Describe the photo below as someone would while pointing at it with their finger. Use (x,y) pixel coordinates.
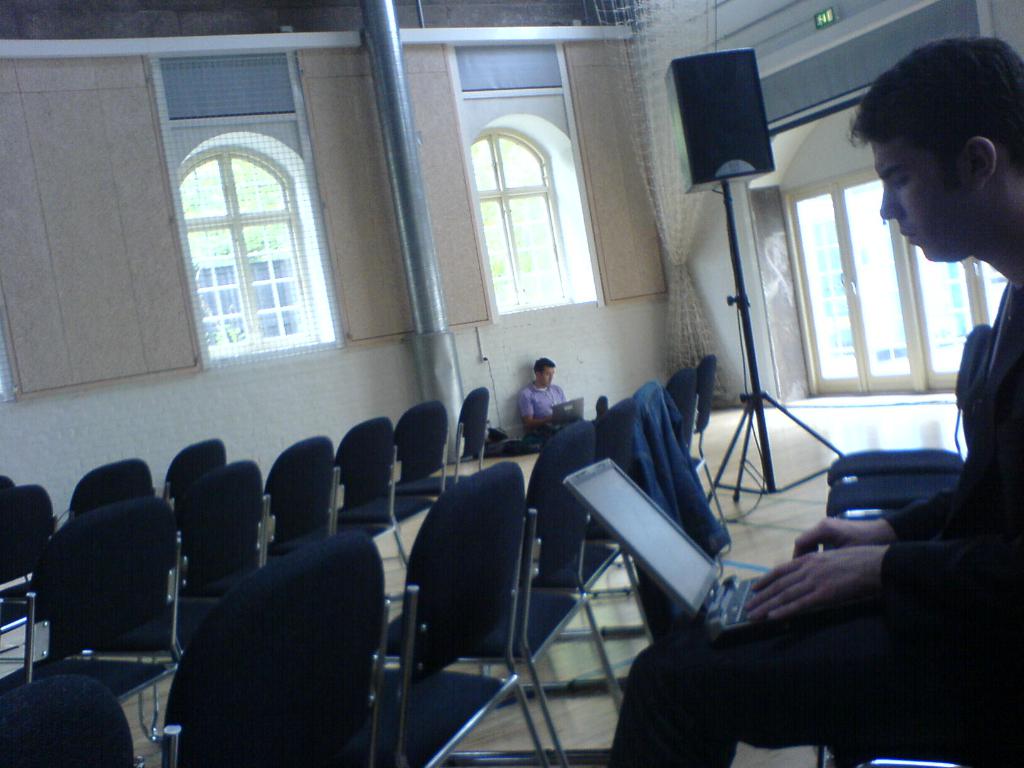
In this image we can see the speaker (738,109) with stand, chairs (684,416), jacket (697,514), windows (541,266), curtain (661,43), doors (859,300) and people (545,401). These people (1023,454) are working on their laptop (557,409). To this glass window (272,295) there is a mesh (260,183).
